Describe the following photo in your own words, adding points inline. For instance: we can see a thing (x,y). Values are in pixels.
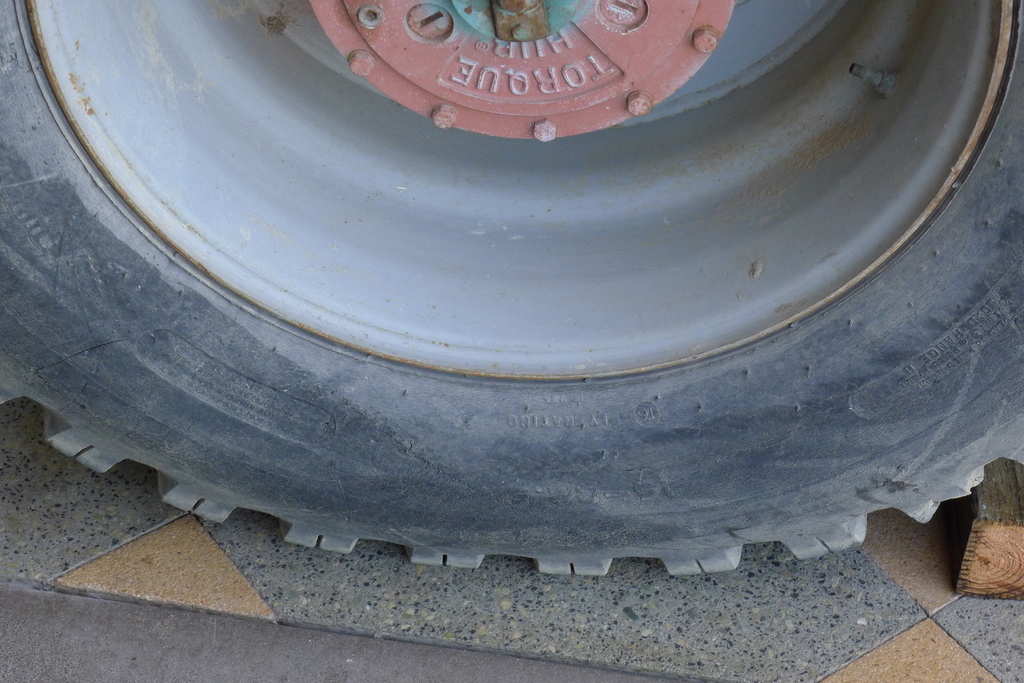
In the center of the image (529,272) we can see one tire (536,136). On the tire (489,157), we can see some text (540,83). On the right side of the image (996,570), there is a wood (956,541).
